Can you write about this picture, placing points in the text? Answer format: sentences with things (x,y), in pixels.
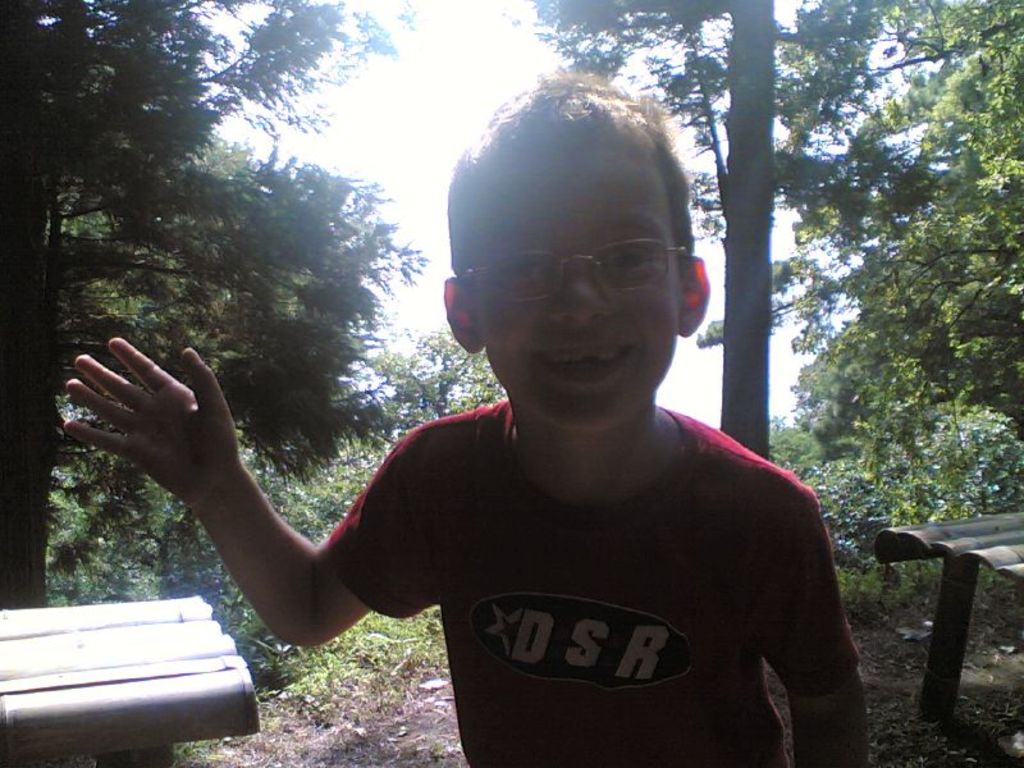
In this image I can see the person (494,450) wearing the maroon color dress (571,547) and also with specs (620,272). To the side I can see the wooden objects (97,715). In the back (76,272) there are many trees (100,239) and the sky (415,112).
